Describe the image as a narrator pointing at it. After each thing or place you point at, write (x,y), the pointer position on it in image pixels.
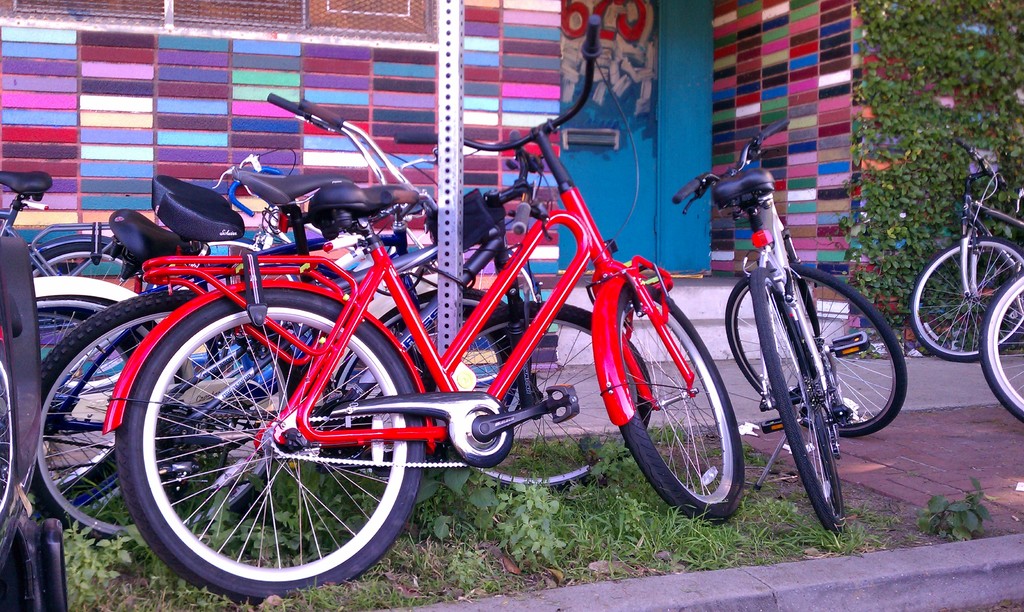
This is an outside view. Here I can see many bicycles (327,309) on the footpath (883,491). At the bottom (437,550) there are few plants (514,522) and grass (685,524). In the background (399,106) there is a wall (380,75) which is painted with many colors. On the right side (953,115) there is a creeper plant (926,123) to the wall (834,119).
